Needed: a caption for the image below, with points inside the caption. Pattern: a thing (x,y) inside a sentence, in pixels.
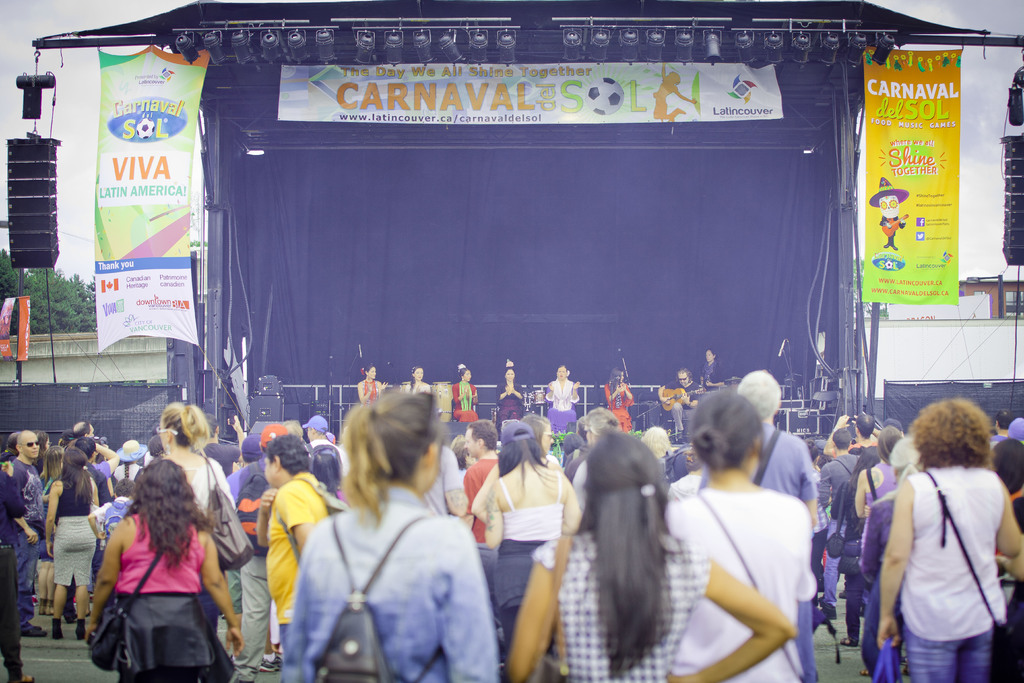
In this image there is a stage (359,324) with the blue color curtain (518,263). There are banners (166,241). There are people (616,419) standing and watching the music. Some people (612,404) are playing instruments (678,392). There are the trees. There is a wall (62,367). The sky (925,8) is cloudy.
